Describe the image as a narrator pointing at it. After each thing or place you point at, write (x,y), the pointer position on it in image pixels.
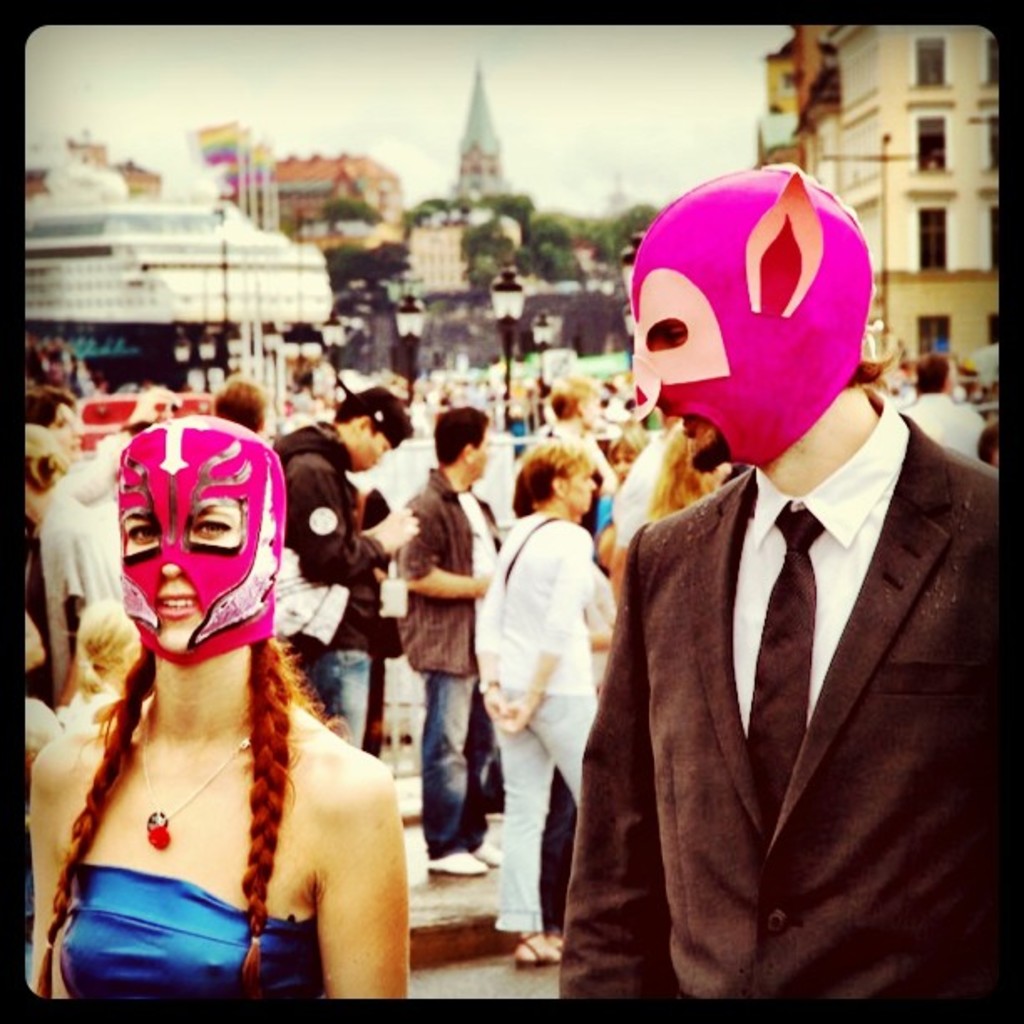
In this image we can see few people (522,513) standing on the road (478,912), two persons (275,565) are with mask (695,362) and in the background (554,250) there are light poles (513,336), buildings (900,126), trees (513,214) and the sky (501,131).
